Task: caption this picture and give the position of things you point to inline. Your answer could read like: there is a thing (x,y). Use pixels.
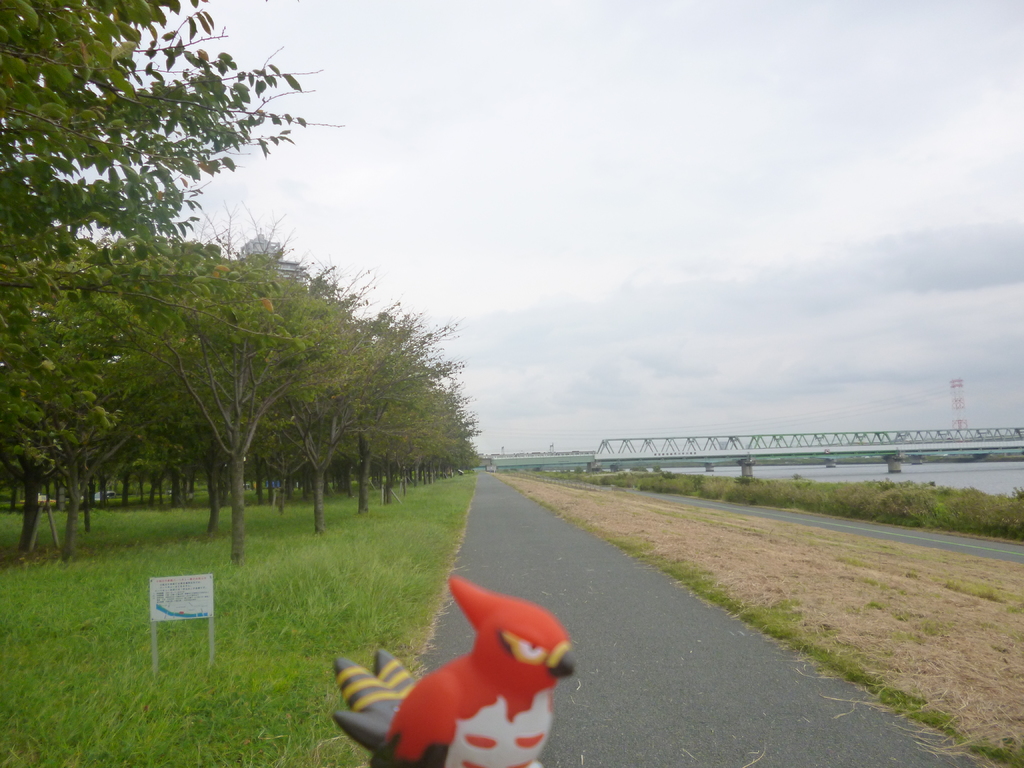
In the center of the image (482,487) we can see road (565,759). On the right side of the image (961,425) we can see tower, bridge (612,451), road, trees (999,522), water (886,474). On the left side of the image (126,692) we can see grass (184,554) and trees (285,352). In the background (737,179) there are clouds (594,237) and sky (581,298).
